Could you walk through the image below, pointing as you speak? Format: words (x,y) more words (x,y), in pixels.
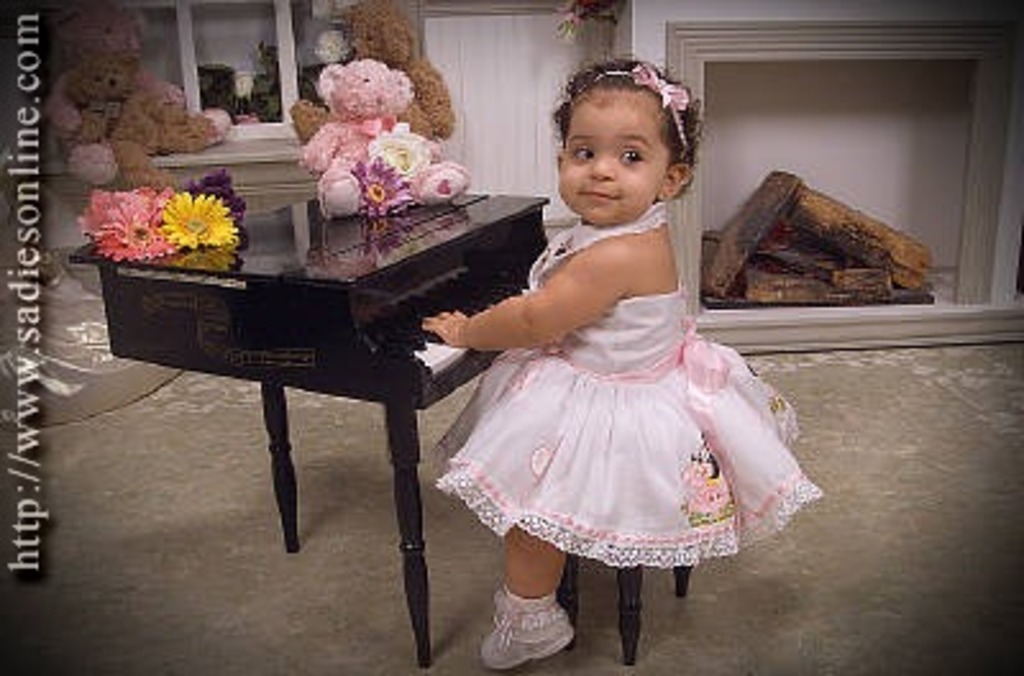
This picture shows a girl (590,255) sitting on the stool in front of a small piano (327,284) on which some teddy bears (323,187) and flowers (157,254) were placed. In the background (728,278) there is a good place for fire (789,264). We can observe some teddy bears (91,89) on the table (289,169) here.
